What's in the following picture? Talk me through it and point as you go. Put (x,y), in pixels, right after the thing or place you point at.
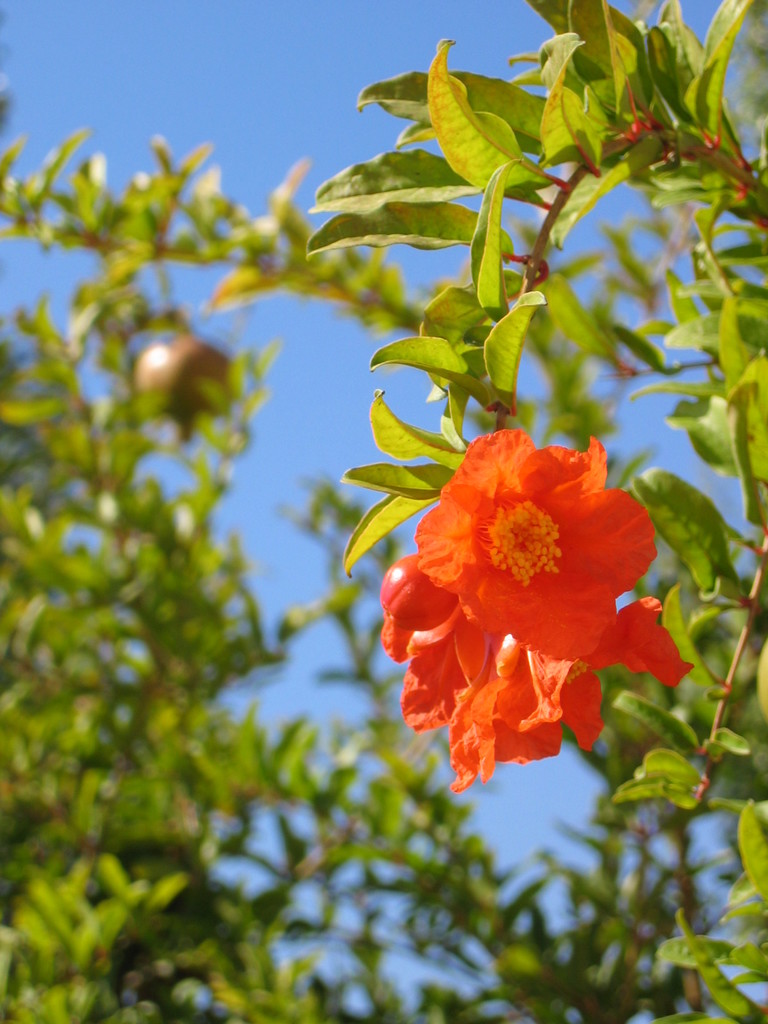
In the foreground of this image (520,740), there are flowers (548,597) and it seems like it is a pomegranate tree (192,402) and in the background (296,79), there is the sky (272,89).
